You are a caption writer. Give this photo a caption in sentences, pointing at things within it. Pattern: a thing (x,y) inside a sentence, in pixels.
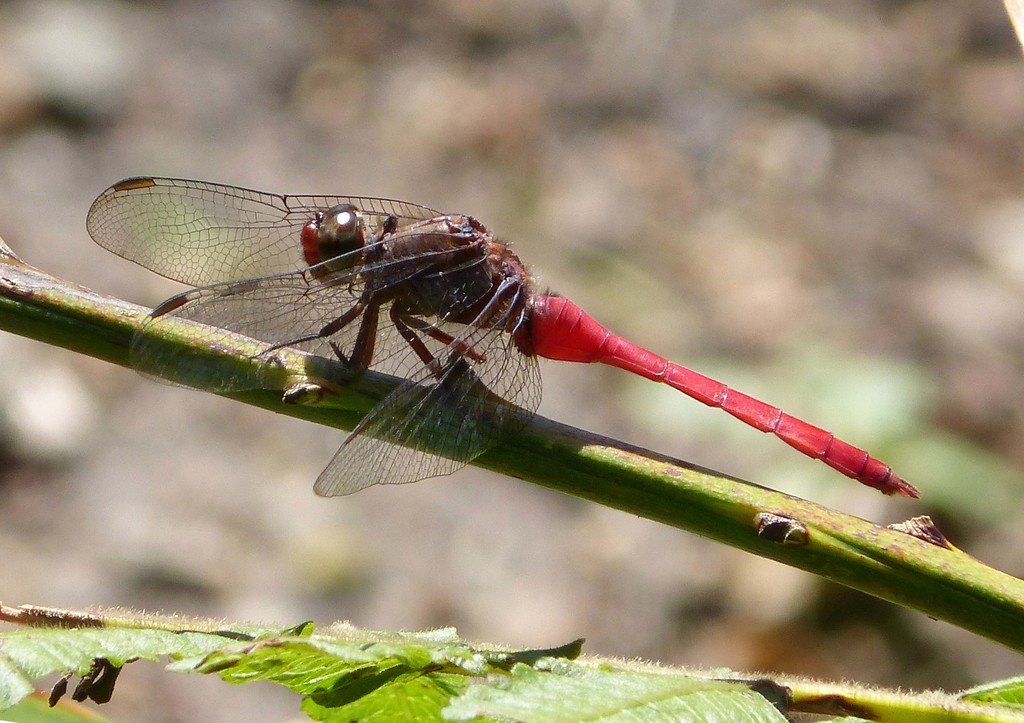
In this picture we can see the red color dragonfly (457,301) sitting on the plant branch (126,349). In the front (404,667) bottom side there are some green leaves (486,676). Behind there is a blur background (876,131).
